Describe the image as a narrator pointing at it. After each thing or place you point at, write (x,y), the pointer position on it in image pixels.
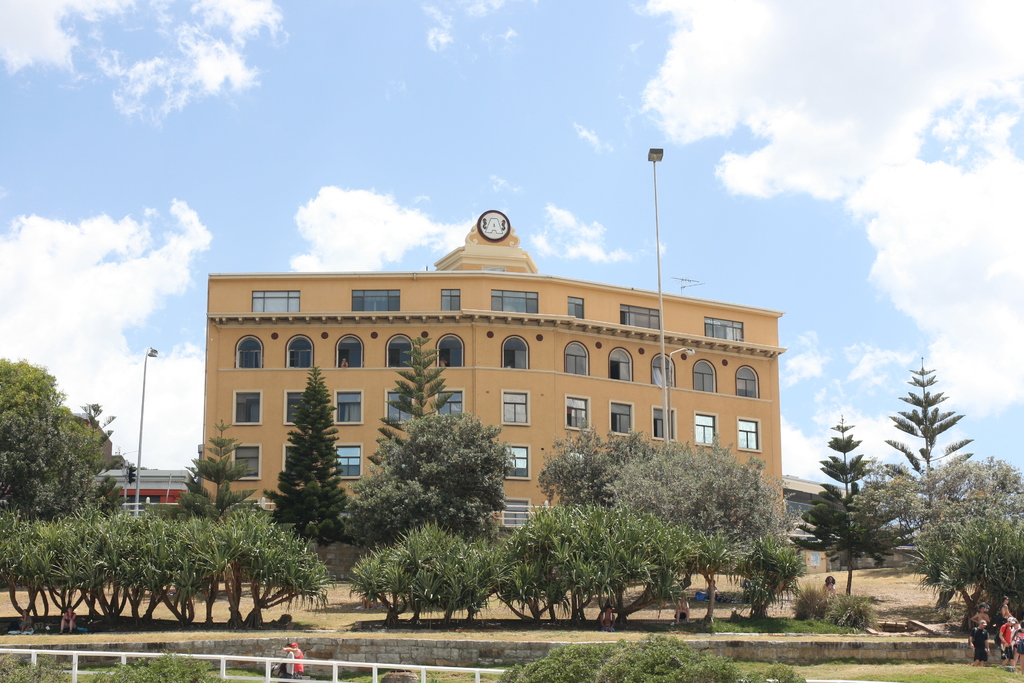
In the center of the image (351,304) we can see a building (602,367), electric light pole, trees (736,494) are present. At the bottom of the image (462,682) we can see fencing (451,673), grass (816,666) are there. At the top of the image (838,164) clouds (845,155) are present in the sky (940,199). At the bottom right corner (984,643) some persons (1019,639) are there.
